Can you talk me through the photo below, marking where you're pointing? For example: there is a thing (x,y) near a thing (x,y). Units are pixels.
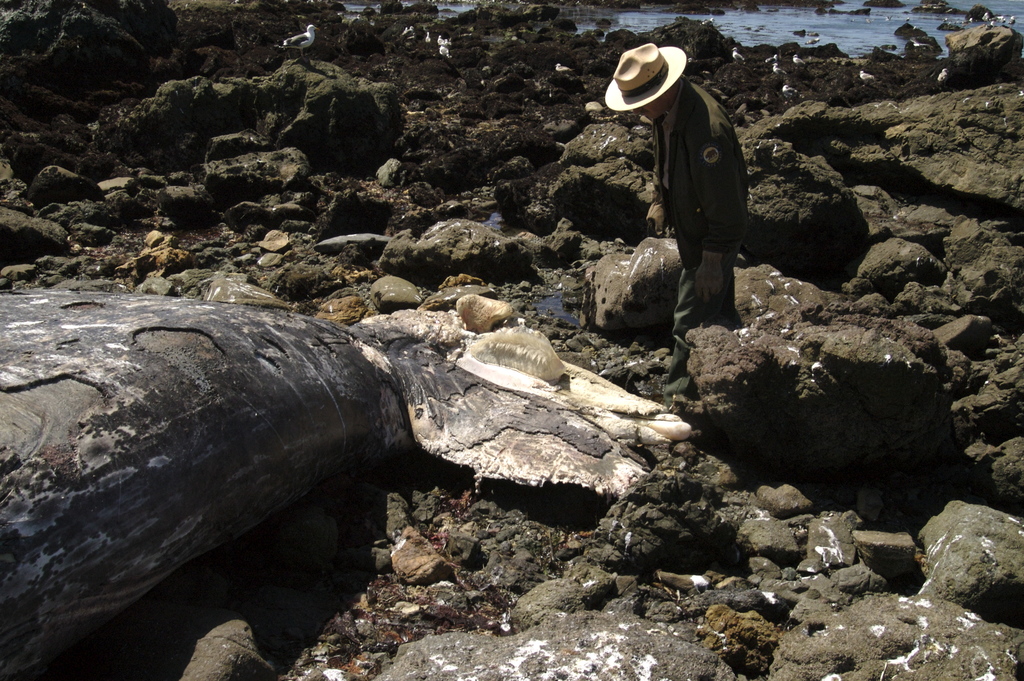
In this image we can see a person (633,102) wearing a cap (675,54) and standing and we can also see mud stones (852,407).
